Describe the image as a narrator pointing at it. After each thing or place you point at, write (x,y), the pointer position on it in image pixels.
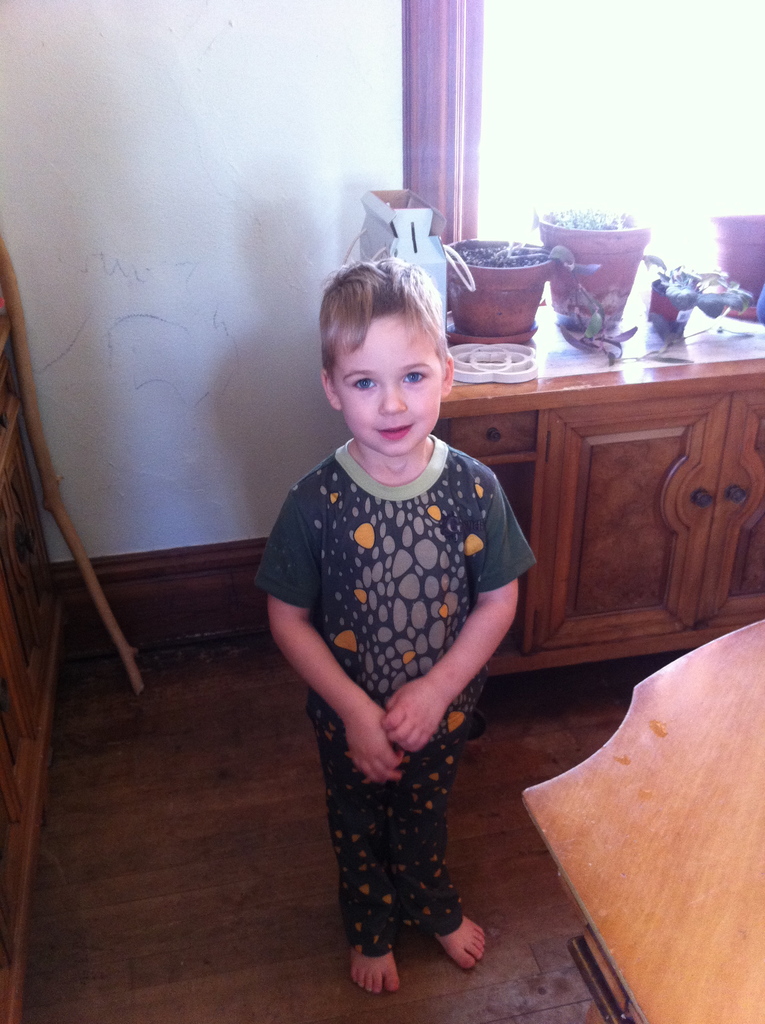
As we can see in the image there is a white color wall (186,278), table (705,323). On table (733,326) there are pots (498,290) and there is a boy (419,536) standing over here.
